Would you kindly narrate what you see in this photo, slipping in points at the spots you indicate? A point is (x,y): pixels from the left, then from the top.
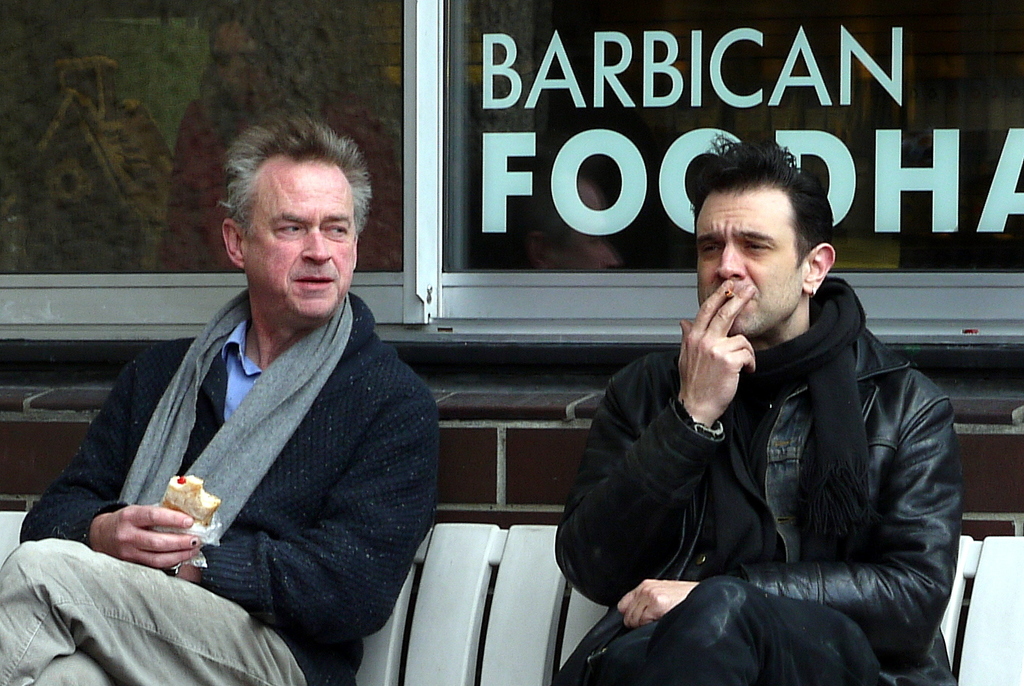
In this image I can see two men (308,440) are sitting. Here I can see both of them are wearing black dress (410,552). I can also see he is holding cigarette (728,293) and he is holding food (204,499). In background (815,59) I can see something is written.
